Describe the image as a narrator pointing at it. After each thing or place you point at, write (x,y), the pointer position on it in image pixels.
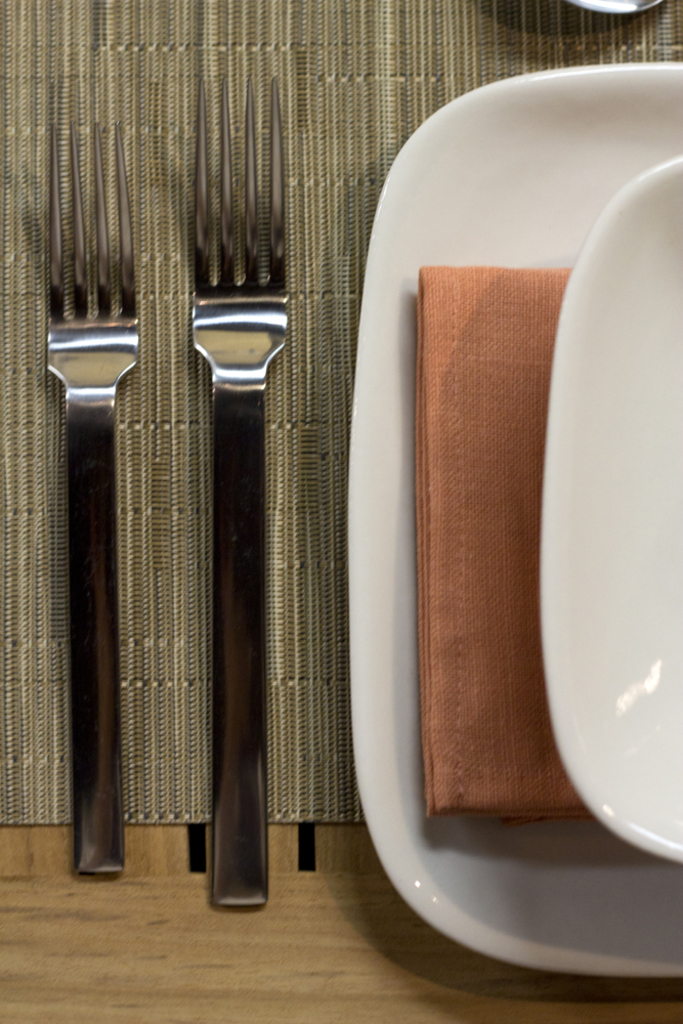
In this image we can see forks (81,462) and plates (350,532) placed on the table (163,52).
